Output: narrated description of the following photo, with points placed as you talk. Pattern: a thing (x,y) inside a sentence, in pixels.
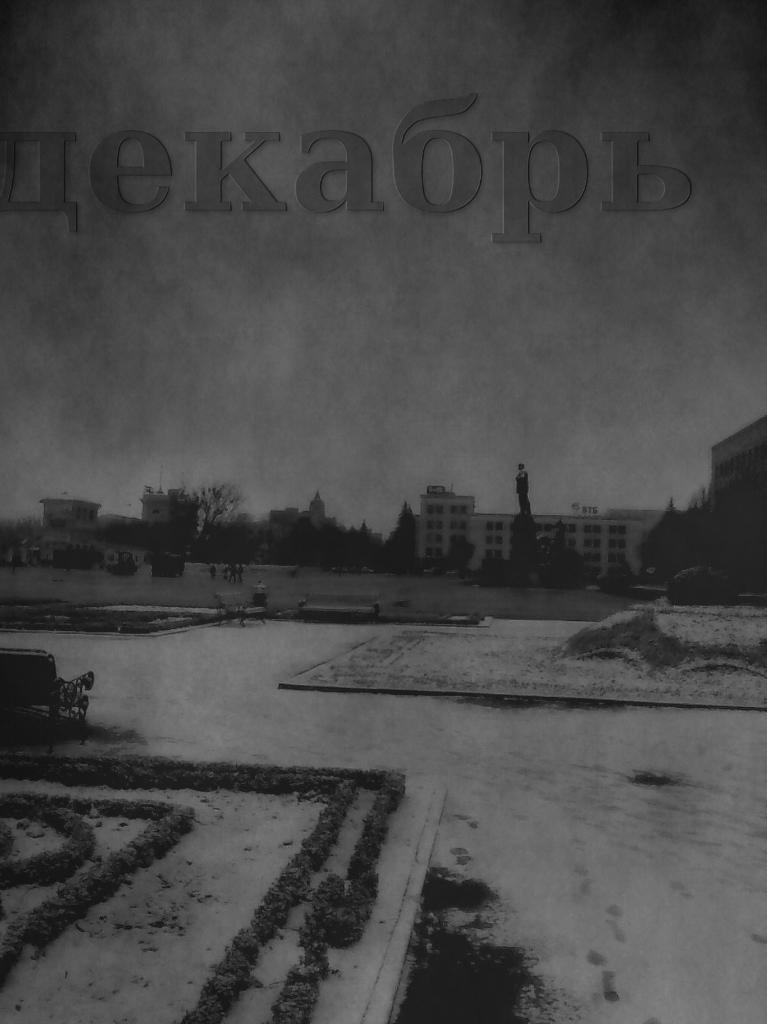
This is a black and white image. We can see the buildings (441,549), trees (404,527) and a statue (524,503). On the left side of the image (146,675), there are benches (51,654), grass (228,618) and it looks like the snow (232,809). Behind the buildings (449,514), there is the sky (390,418). At the top of the image (107,161), there is a watermark (43,139).
